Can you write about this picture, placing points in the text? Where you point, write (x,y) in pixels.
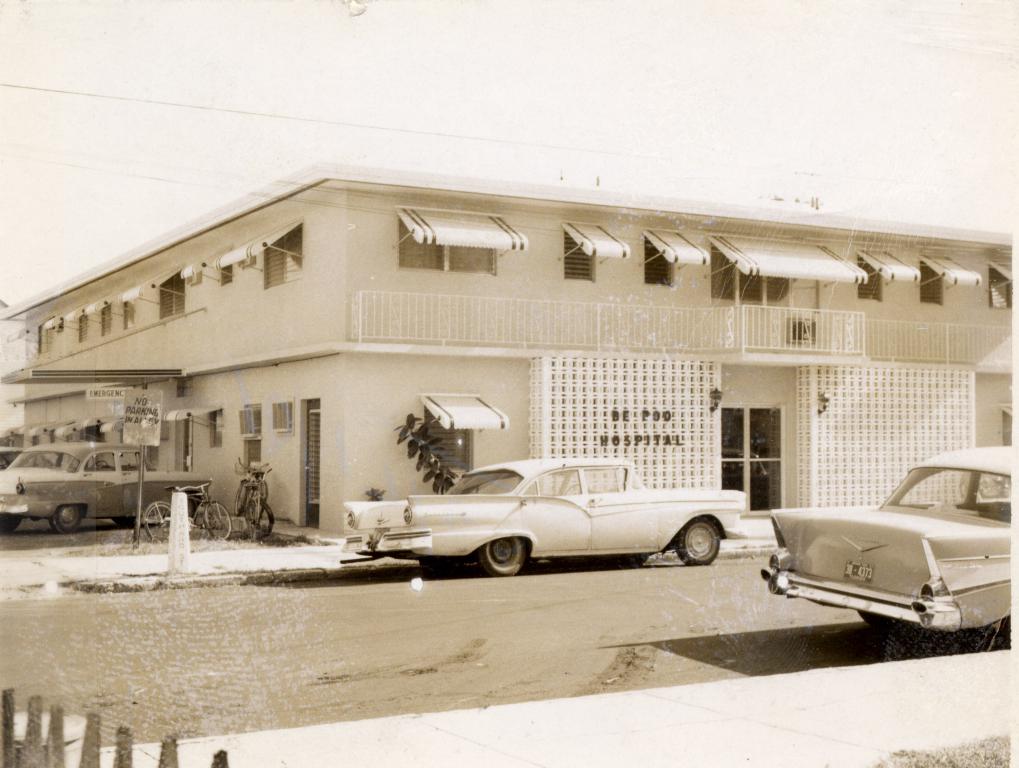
It's a black and white image. In the middle (369,509) a car (614,544) is parked on the road (675,567) and this is a hospital (565,346).
